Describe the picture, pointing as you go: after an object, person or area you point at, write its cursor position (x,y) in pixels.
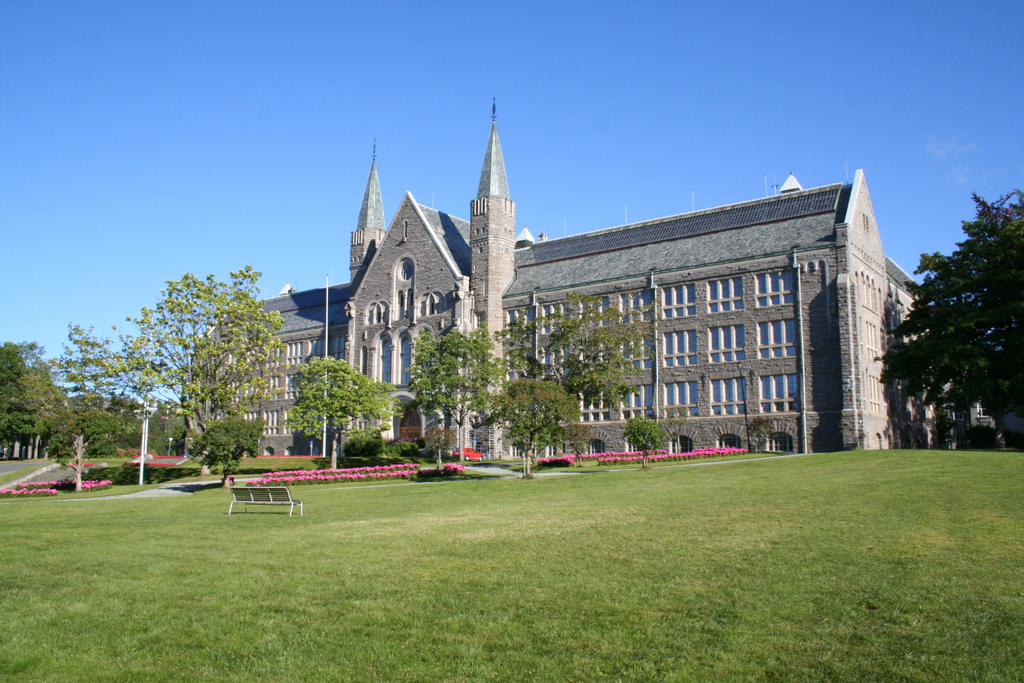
It's a very big building (671,283) in the middle of an image (665,300), there are trees (457,395) here and this is the grass (543,620) in the down side of an image.
